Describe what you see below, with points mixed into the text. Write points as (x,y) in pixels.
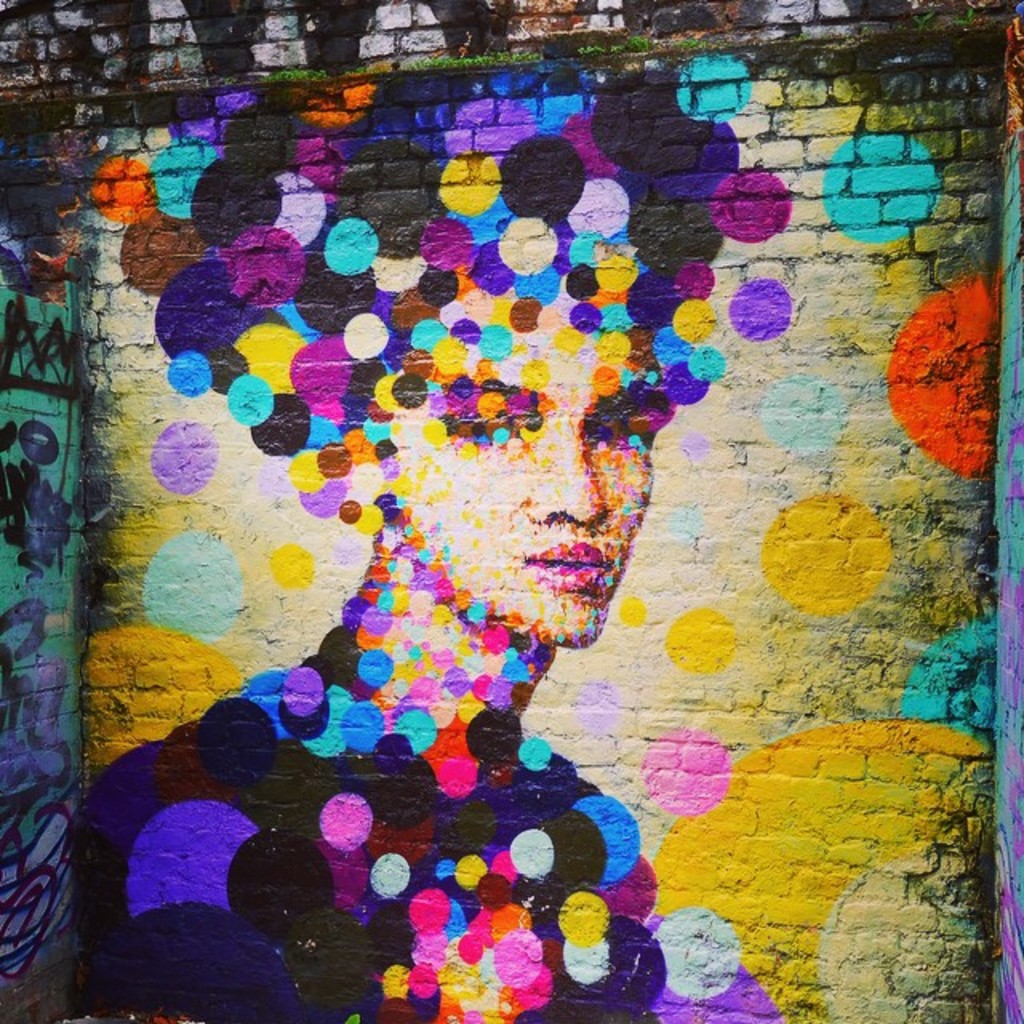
In this image we can see brick wall (303,374) with paintings (534,462) of person (470,473) and few other things (9,524).
